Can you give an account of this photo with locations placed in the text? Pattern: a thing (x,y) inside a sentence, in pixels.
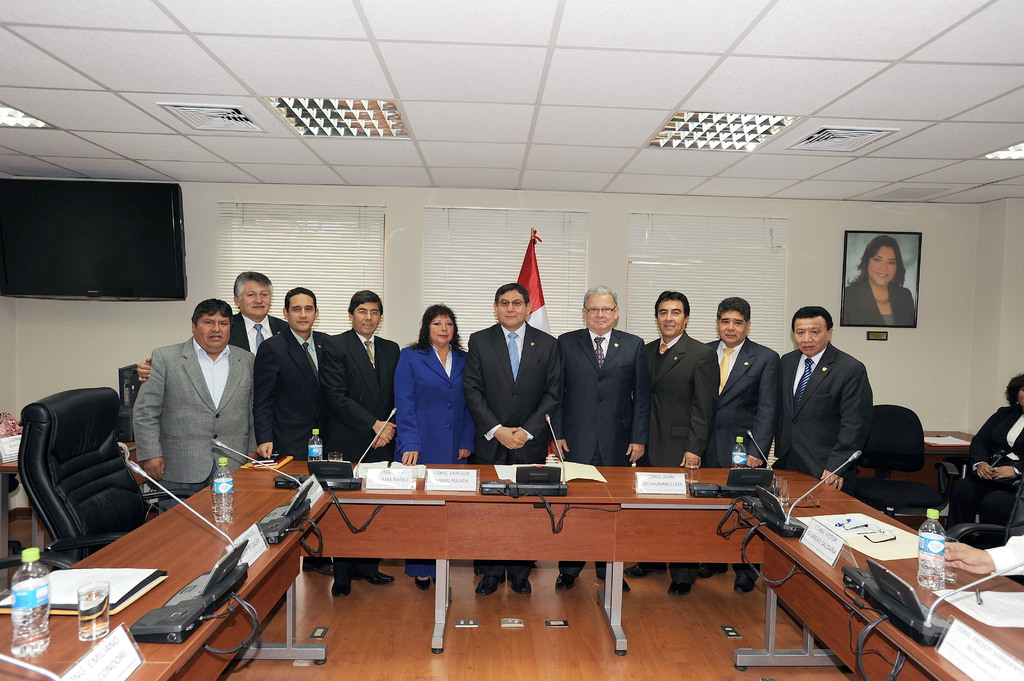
There is a group of people (200,458) standing for a pose. This is a wooden table (201,510) where a telephone (221,557) and a glass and a water bottle (15,582) are kept on it. This is a photo frame (865,235) which is fixed to a wall (824,256).
